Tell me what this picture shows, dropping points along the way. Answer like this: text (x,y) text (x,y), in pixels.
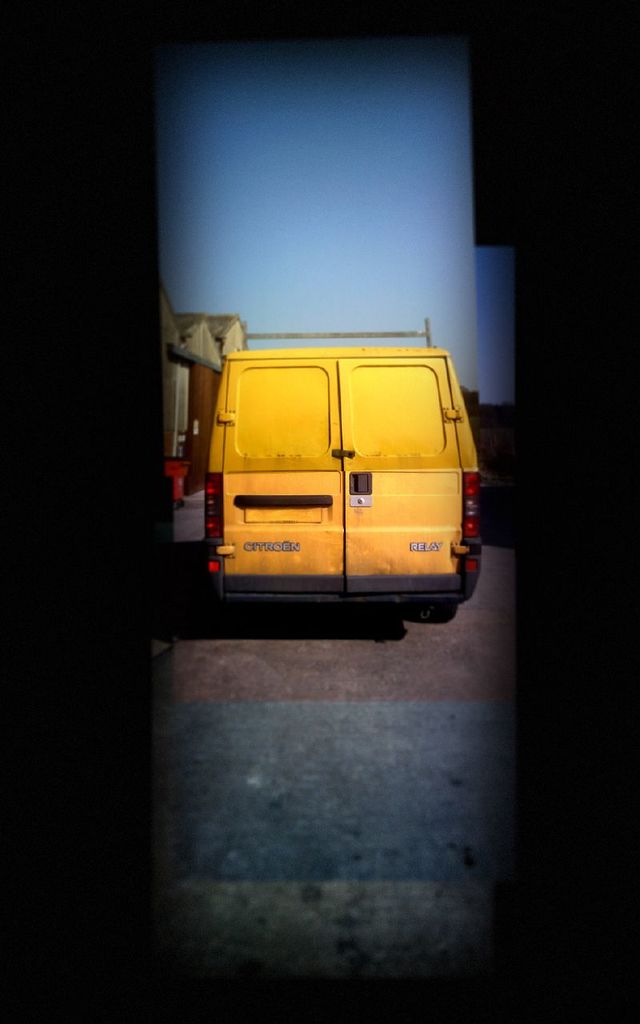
This is an edited picture. I can see a vehicle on the road (274,607), this is looking like a house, and in the background (386,230) there is sky (386,230).
